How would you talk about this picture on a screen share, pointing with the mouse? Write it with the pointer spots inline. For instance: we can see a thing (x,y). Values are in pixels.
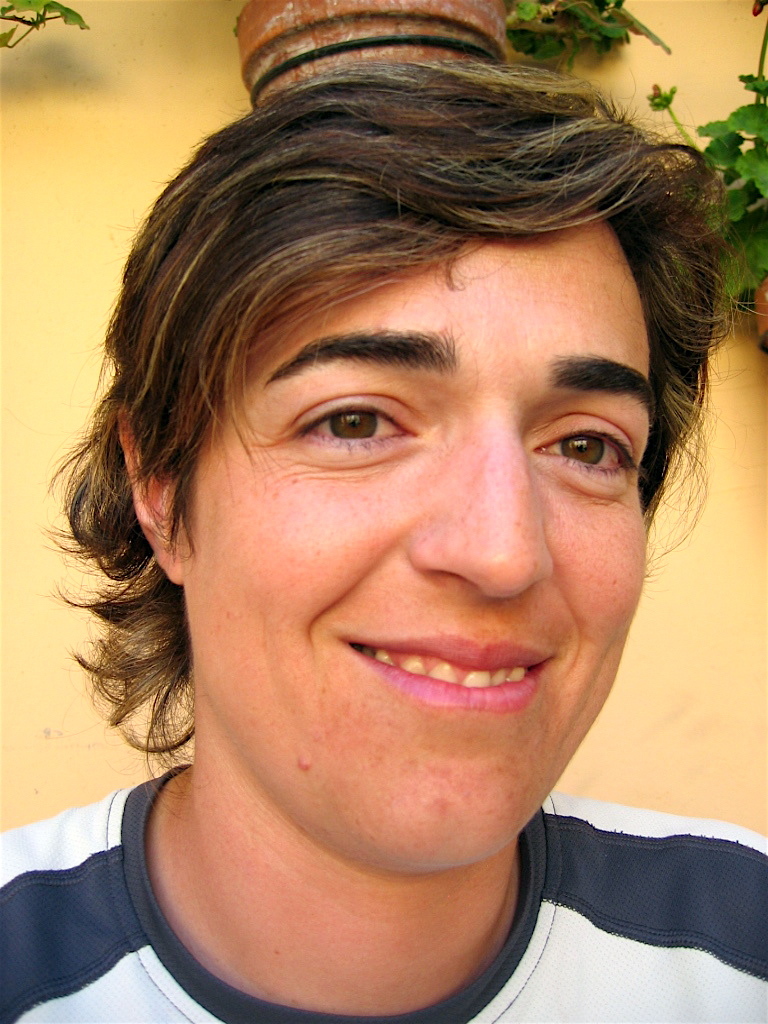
In this image we can see one person (288,972) with a smiling face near the wall (40,670), two pots (349,28) with plants (628,34) attached to the wall (72,119) and some leaves (71,13) with stems (15,15) on the top left side (23,10) corner of the image.
